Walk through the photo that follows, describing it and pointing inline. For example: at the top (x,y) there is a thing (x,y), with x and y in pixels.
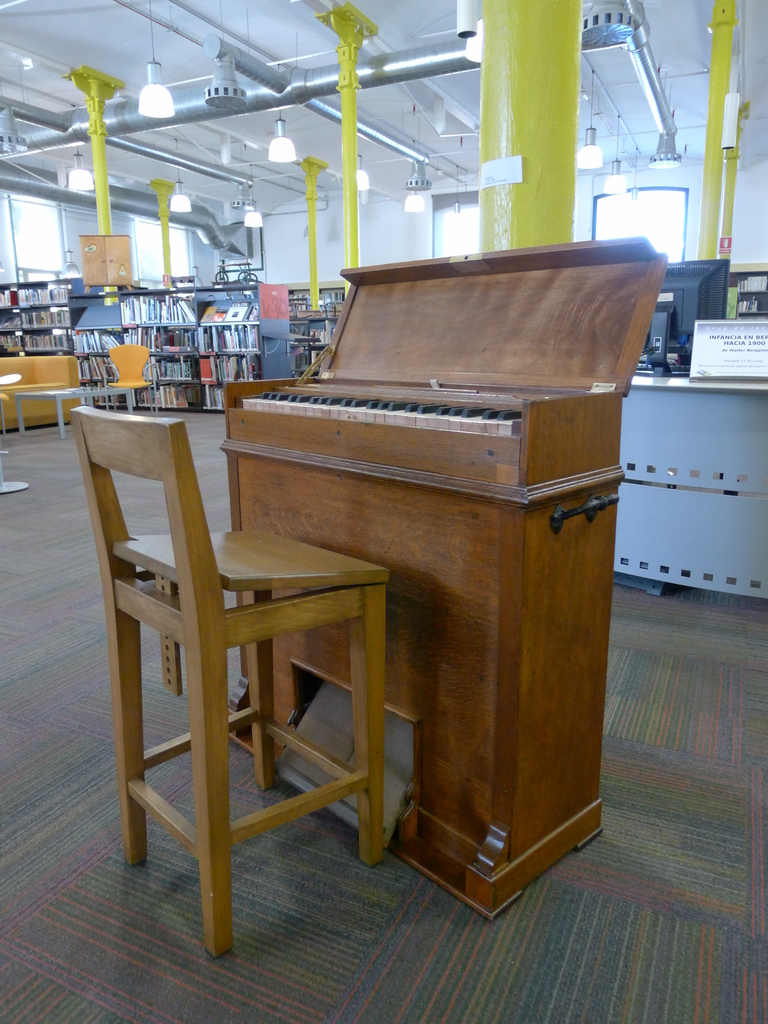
In this picture there is a piano (352,405), chair (159,611). There is a computer (682,315) and a nameplate (727,368) on a desk (641,452). There are many books (156,333) arranged in the rack (187,389). There is a table (83,395). There are lights (165,112), pipe (249,91).
